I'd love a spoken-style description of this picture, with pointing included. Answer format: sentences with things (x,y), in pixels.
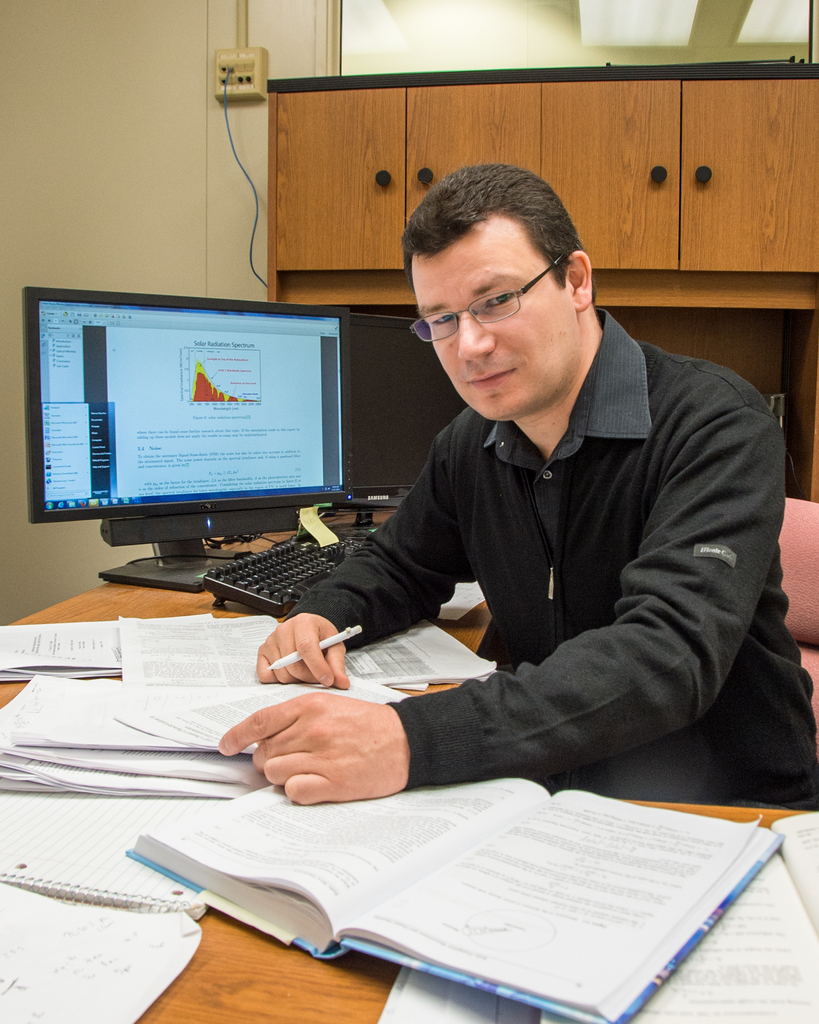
In this image we can see a person (346,716) holding a pen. In front of the person (430,714) we can see group of objects (270,843) on the surface (366,1002). Behind the person (433,257) we can see a wall (167,138), cupboards (395,246) and a switchboard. At the top (460,38) we can see a glass (499,2) and in the glass (499,18) we can see the reflection (613,12) of the lights (618,22).
